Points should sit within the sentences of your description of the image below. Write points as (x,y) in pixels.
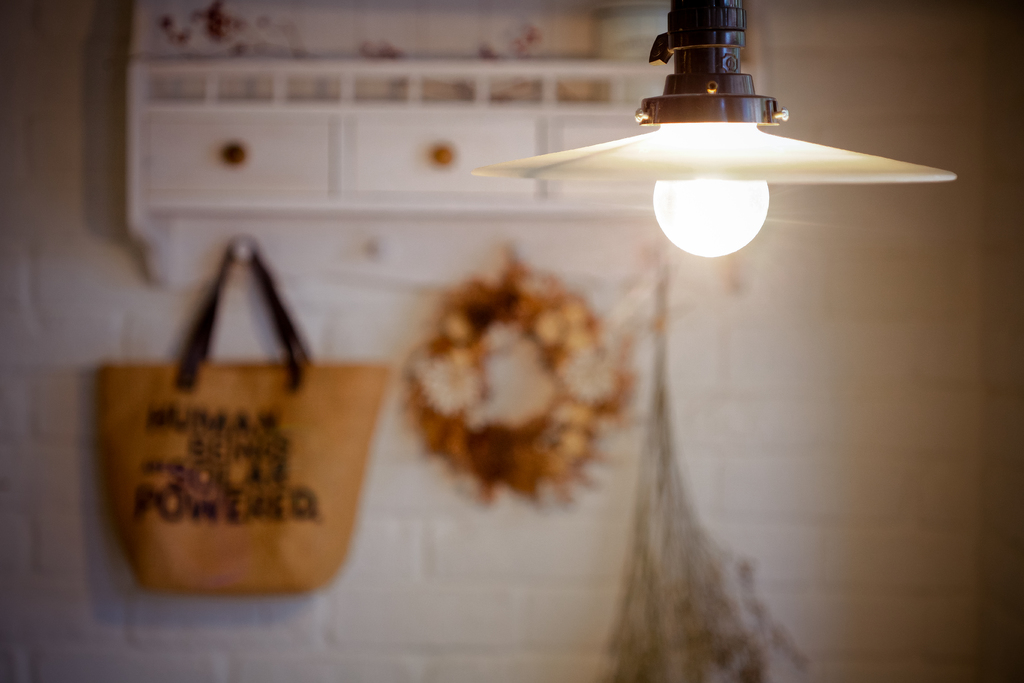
This picture is of inside the room (897,560). On the left (290,488) there is a bag (269,447) hanging on the wall (520,348) and there is a cabinet (351,114). On the right (743,43) we can see a lamp (722,151) and in the background (924,269) there is a wall (937,254).
